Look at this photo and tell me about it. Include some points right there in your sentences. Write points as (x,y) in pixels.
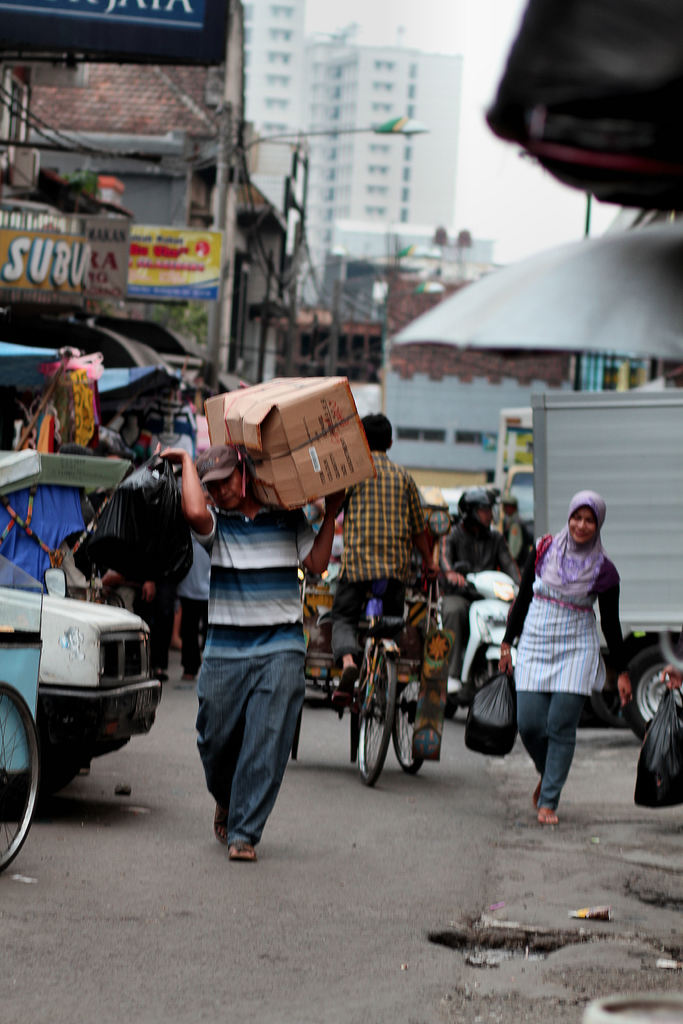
This picture is clicked on a road (396,1014) and there are many vehicles (485,646) going on road (458,726) and a man (240,556) walking, beside on the pavement (575,836) there is a woman (567,641) walking, on the background (362,233) there are buildings (279,192).
